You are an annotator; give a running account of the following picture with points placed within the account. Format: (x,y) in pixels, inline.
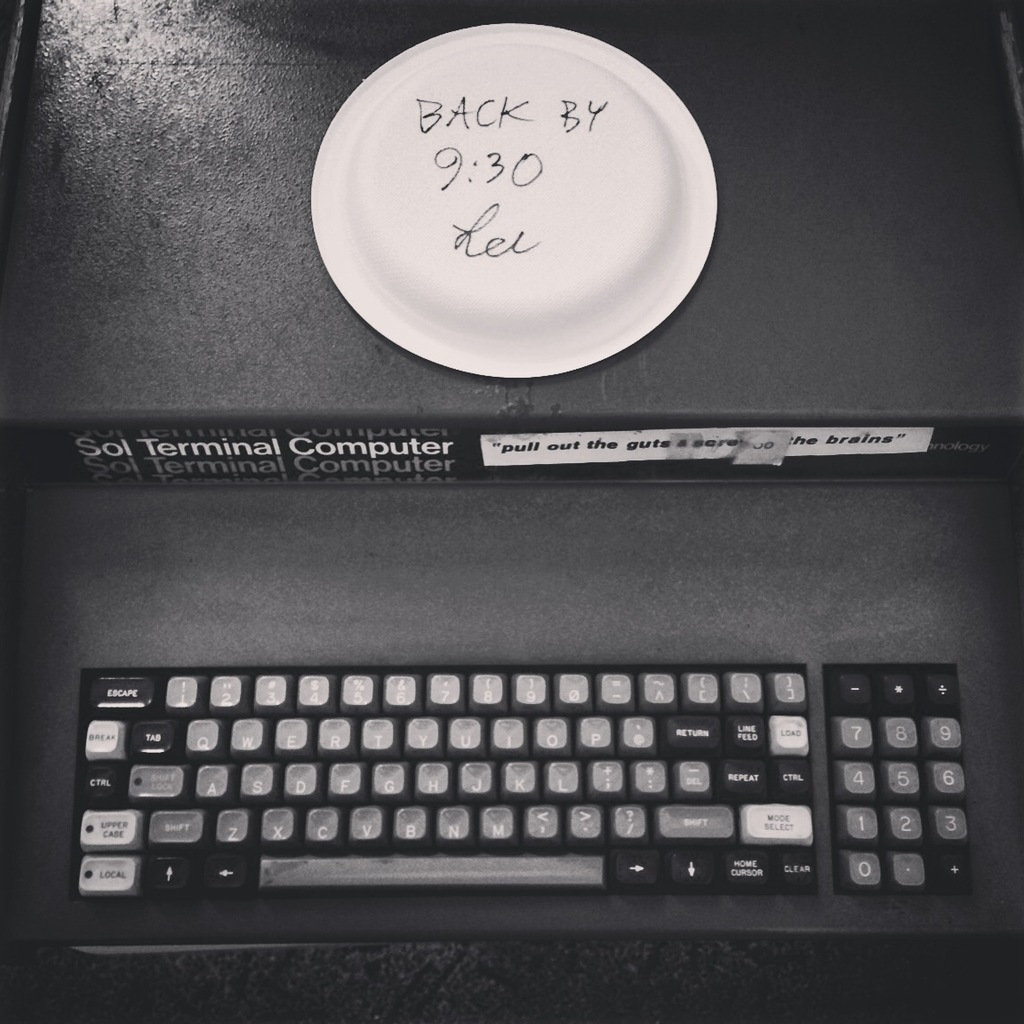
In the image we can see there is a plate (597,225) kept on the box (472,423) and there is a keyboard (437,798) kept on the table (606,898).
